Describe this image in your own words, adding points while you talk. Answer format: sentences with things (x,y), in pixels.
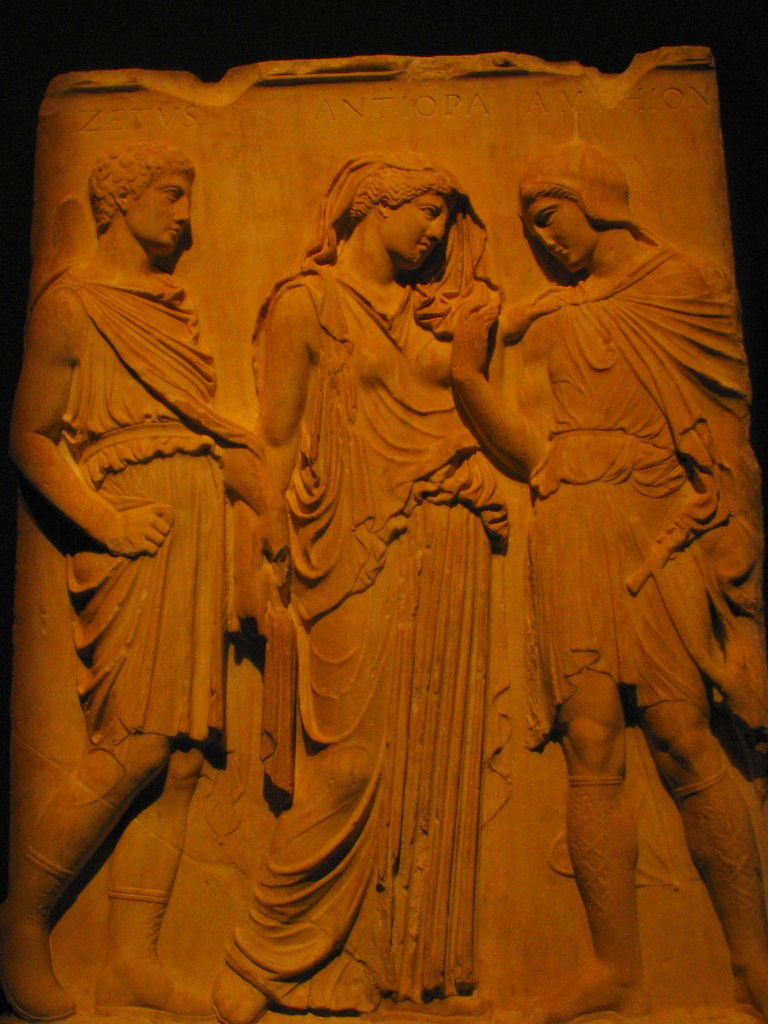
There are sculptures (122,458) of the persons (730,646) on the wall (728,732). And the background (762,106) is dark in color.
